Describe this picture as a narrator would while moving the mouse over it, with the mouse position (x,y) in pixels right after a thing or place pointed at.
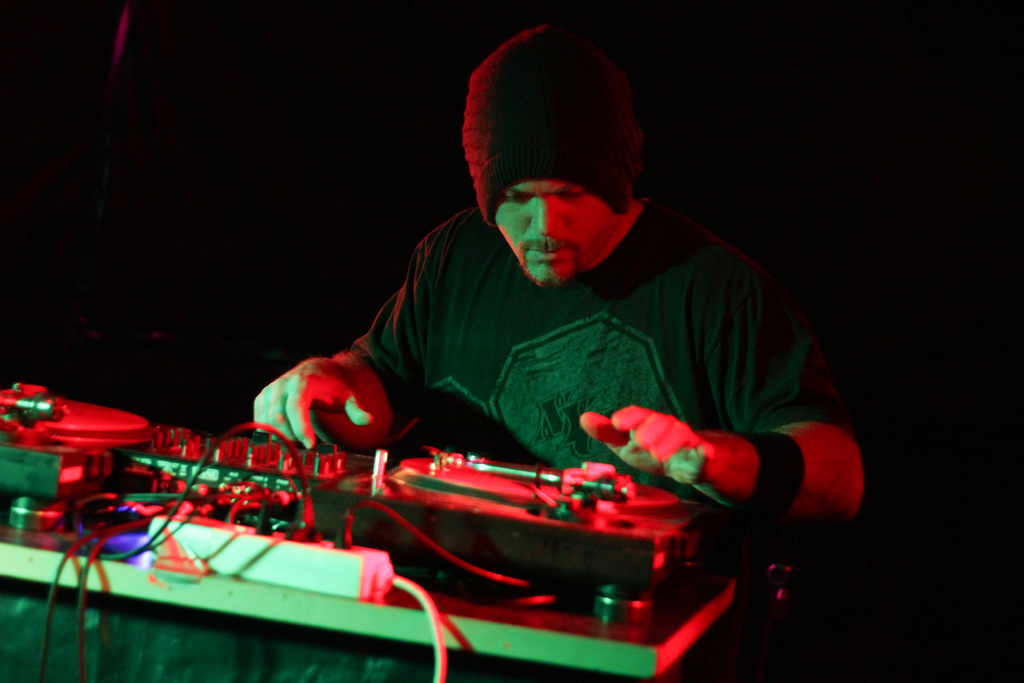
In this image we can see a man (423,279) controlling DJ console (347,507), which is on a table (537,639). The background of the image (721,193) is dark.
